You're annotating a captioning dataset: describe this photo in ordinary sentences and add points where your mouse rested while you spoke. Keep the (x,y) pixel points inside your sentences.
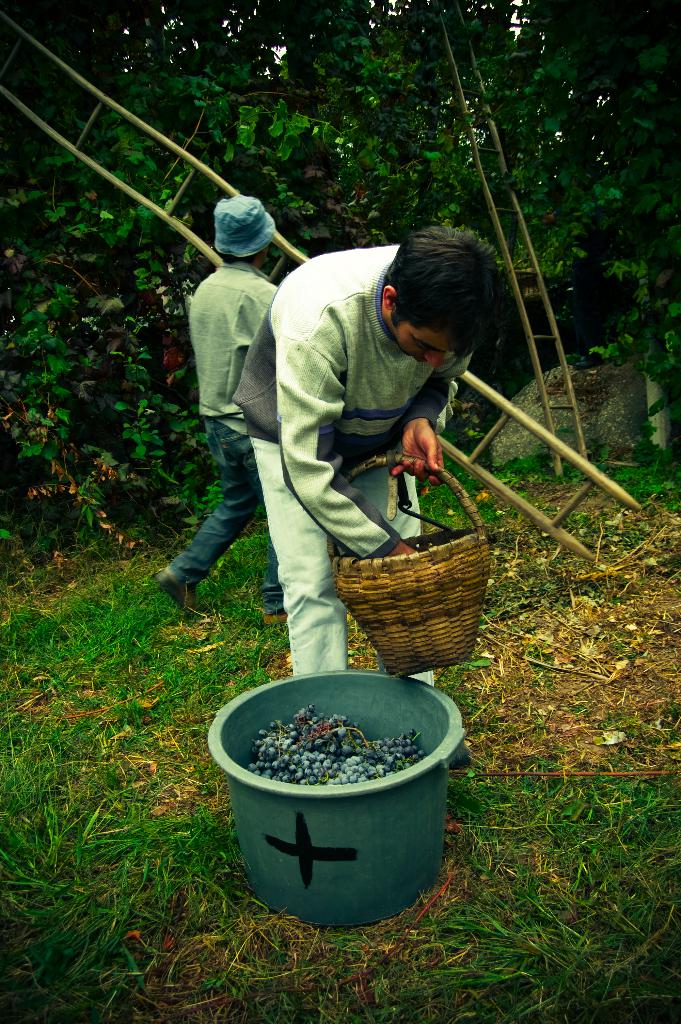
In this picture there is a person (316,420) standing and holding the basket (445,607) and there are fruits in the tub (345,854). At the back (573,301) there is a person (189,589) holding the ladder (560,536) and he is walking and there are trees (46,285). At the bottom (58,843) there is grass (614,893) and there are dried leaves (583,618).
